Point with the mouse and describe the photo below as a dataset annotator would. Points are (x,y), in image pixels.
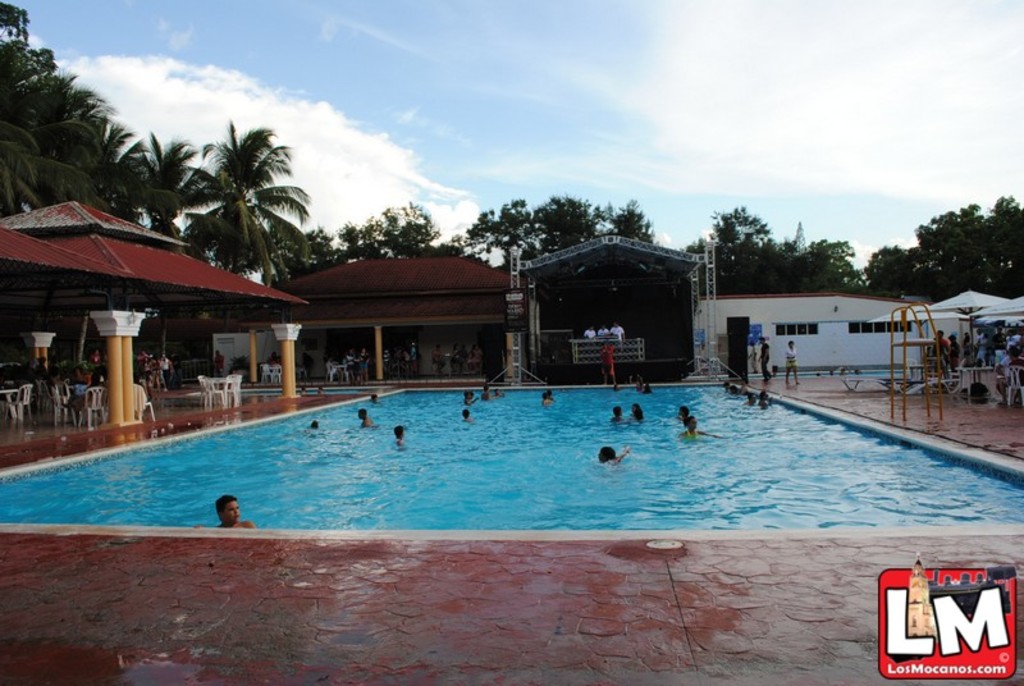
This picture is clicked outside. In the center (631,449) we can see the group of persons (603,459) in the swimming pool (412,449) and we can see the chairs (58,400), table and a ladder (917,363) and many other objects (650,341) and we can see the group of persons (963,354) standing under the tents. In the background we can see the sky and the trees (528,217). At the bottom right corner (924,620) there is a watermark (942,628) on the image.
